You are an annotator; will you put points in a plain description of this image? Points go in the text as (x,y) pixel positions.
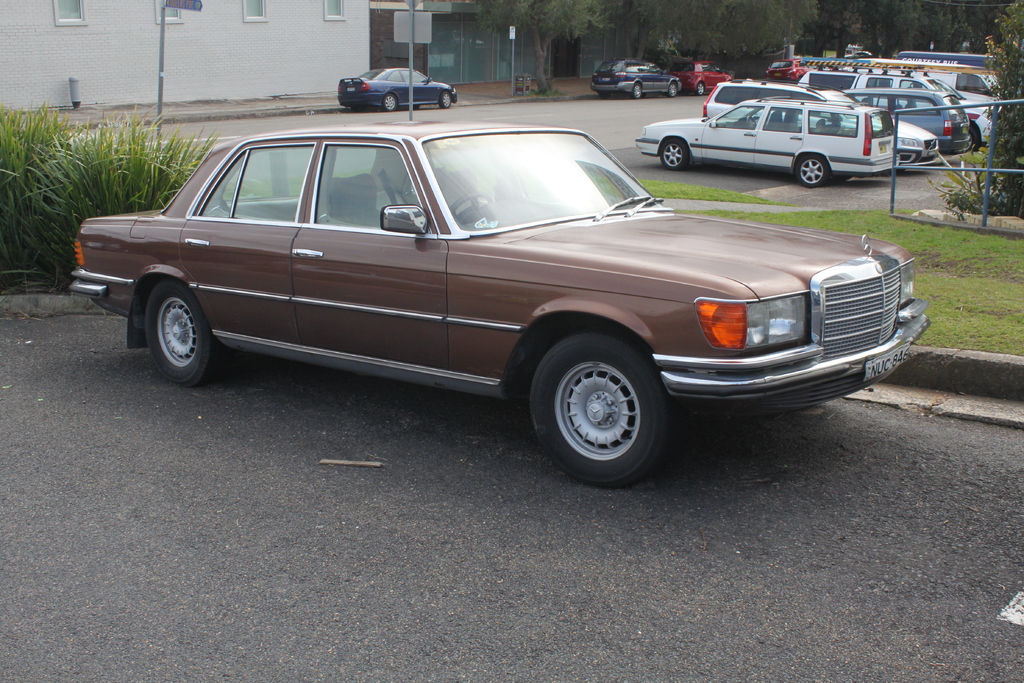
In this picture we can see a few vehicles (604,223) on the road (729,429). There is some grass (86,170) on the right (967,229) and left side of the image (51,142). We can see a plant (1008,75) on the right side (1021,78). There are a few poles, fence (1016,99), trees (723,41) and buildings (444,74) in the background (496,58).
